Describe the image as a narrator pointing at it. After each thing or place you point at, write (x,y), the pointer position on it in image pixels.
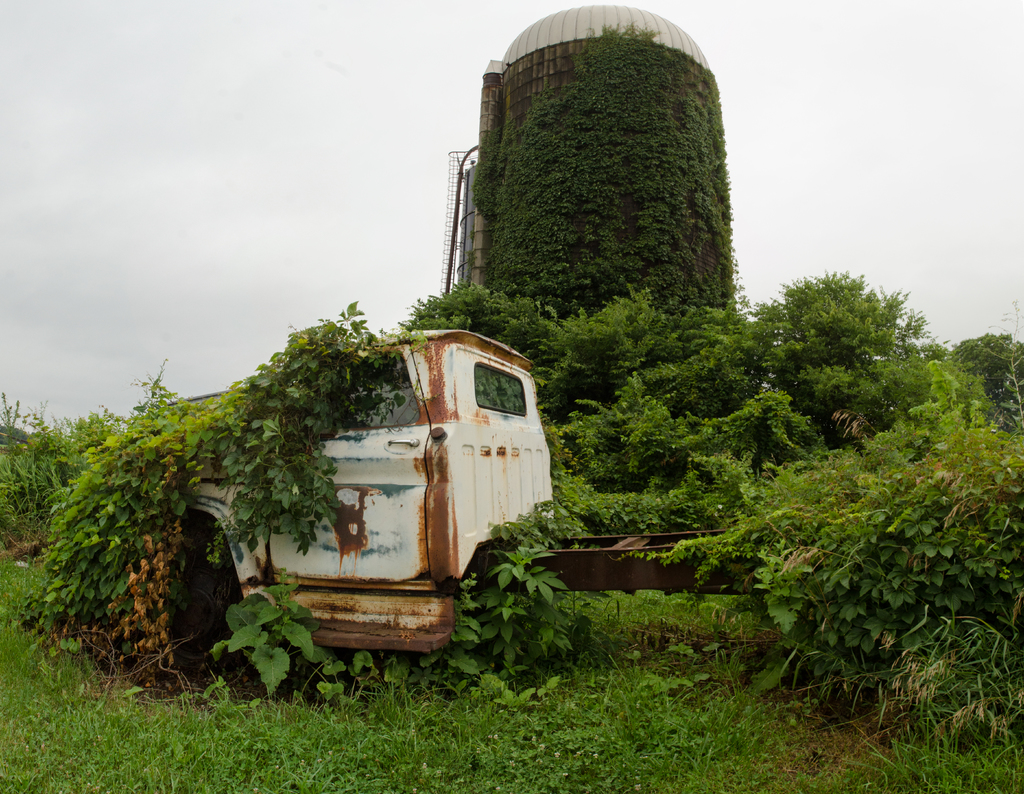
In the middle of the picture (366,510), we see a white vehicle (415,510). At the bottom of the picture (497,719), we see grass (541,739) and herbs (537,736). There are many trees (664,445) in the background (581,450). We even see a tower (584,206) in the background (571,269). At the top of the picture (324,166), we see the sky (183,223).
